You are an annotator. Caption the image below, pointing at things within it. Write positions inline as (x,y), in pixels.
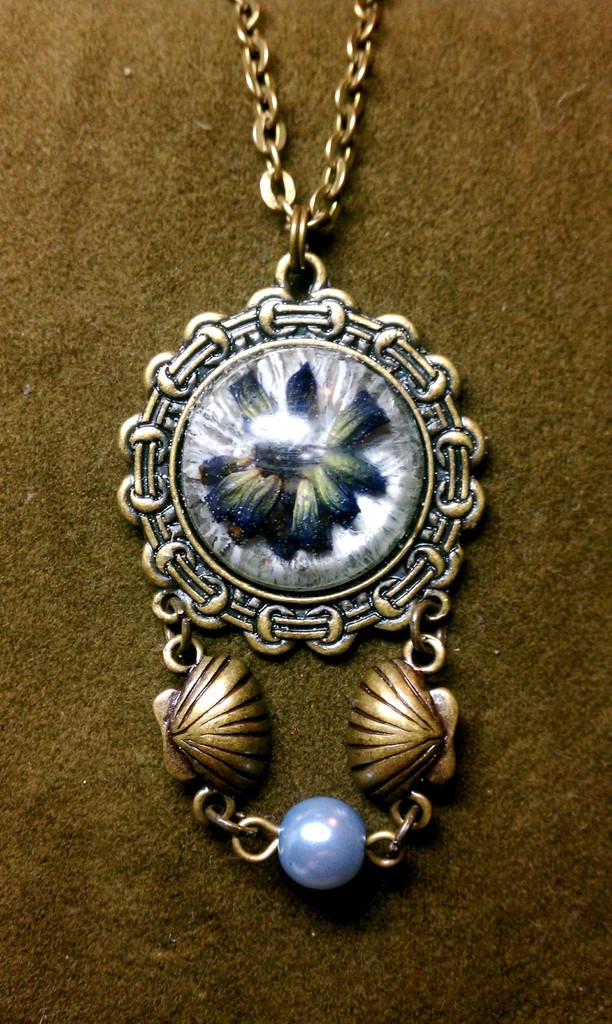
In this image I can see a jewelry (256,532) is on the brown surface (102,338).
